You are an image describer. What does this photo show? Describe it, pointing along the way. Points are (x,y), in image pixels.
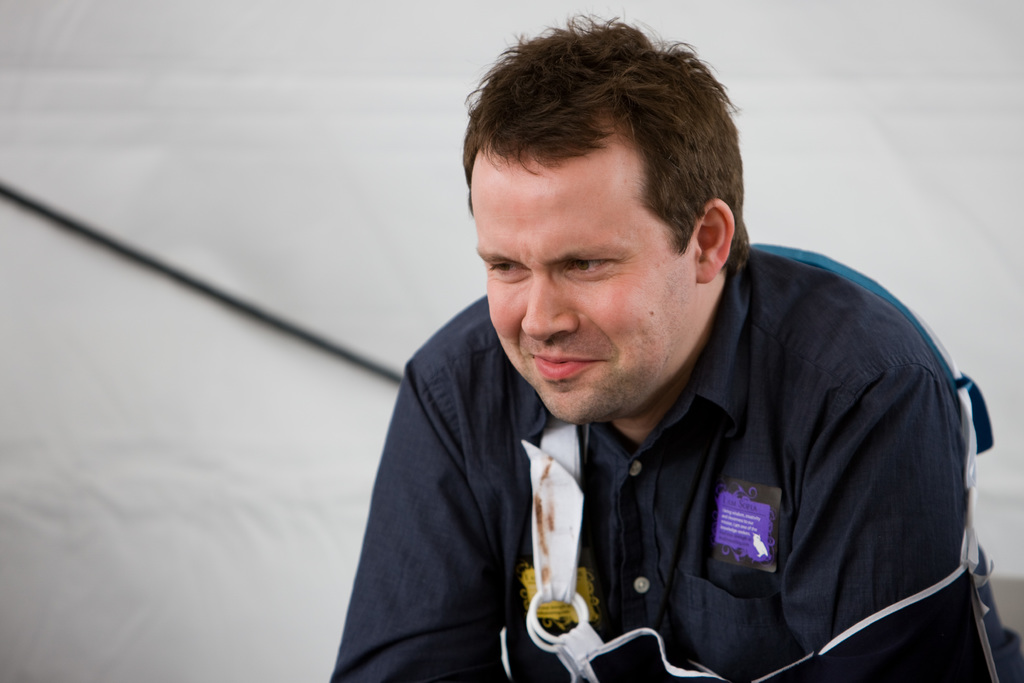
In this image we can see a person (503,462) smiling and the background (402,247) is white.
